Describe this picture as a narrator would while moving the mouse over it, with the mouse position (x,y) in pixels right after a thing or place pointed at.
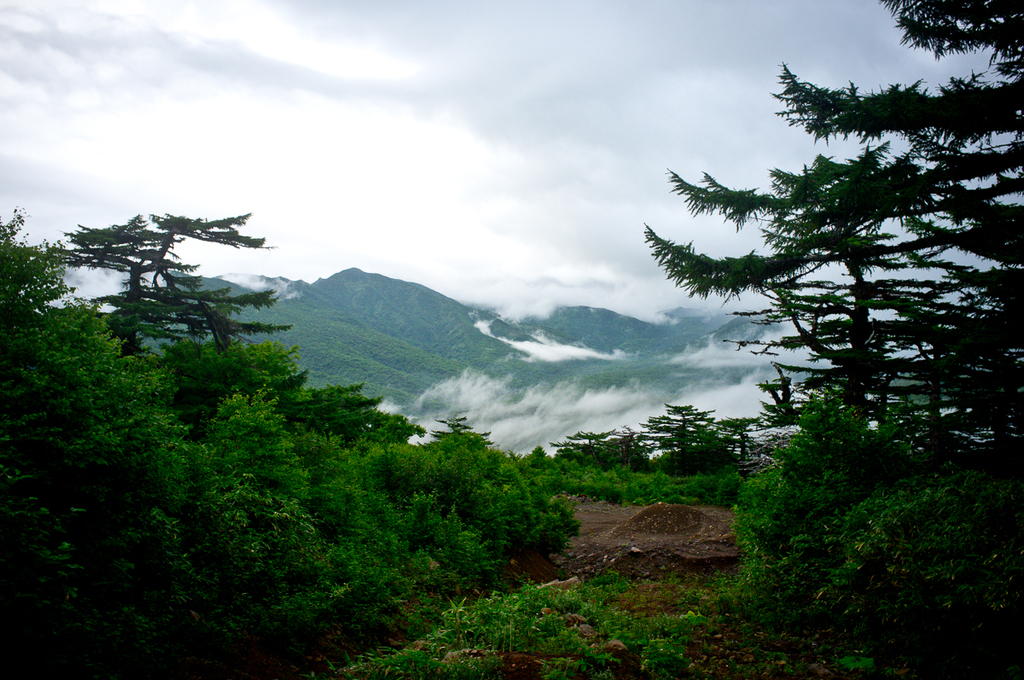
As we can see in the image there are trees (6,303), grass (444,674) and on the top (414,65) there is sky (395,63).
